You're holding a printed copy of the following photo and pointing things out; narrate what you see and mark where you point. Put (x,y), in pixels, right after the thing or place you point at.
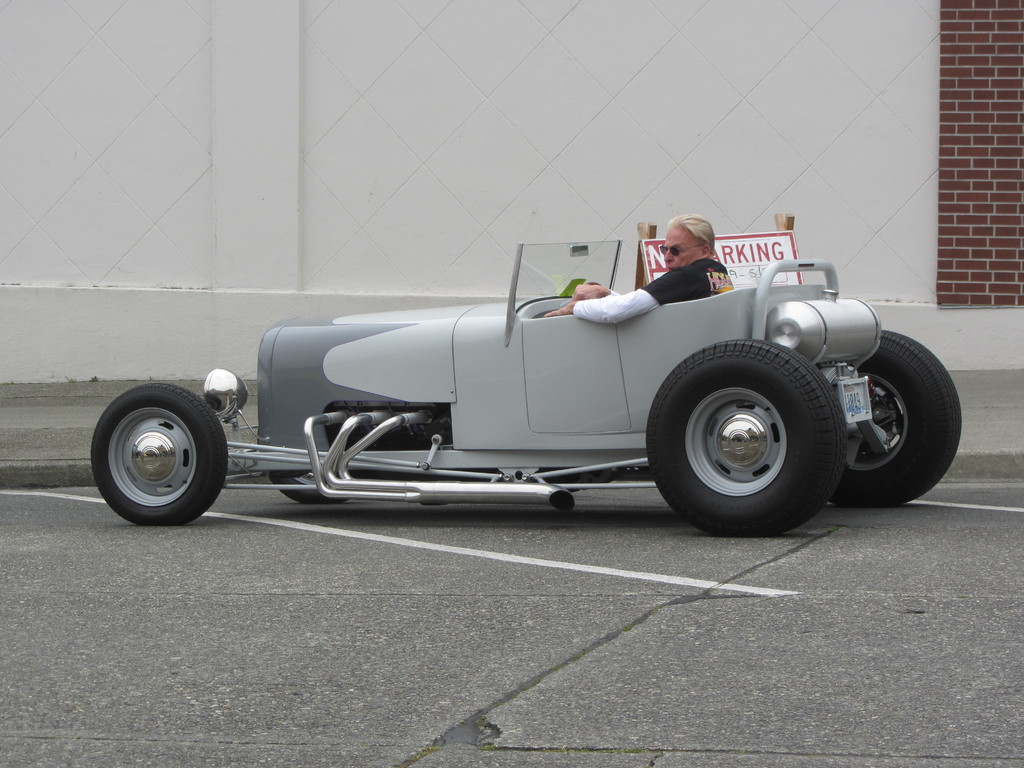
In this image we can see a car (493,499) on the road (516,603) and a person (695,268) sitting in the car (468,420), there is a board (738,243) beside the car (743,296) and a wall (835,228) in the background (820,231).
